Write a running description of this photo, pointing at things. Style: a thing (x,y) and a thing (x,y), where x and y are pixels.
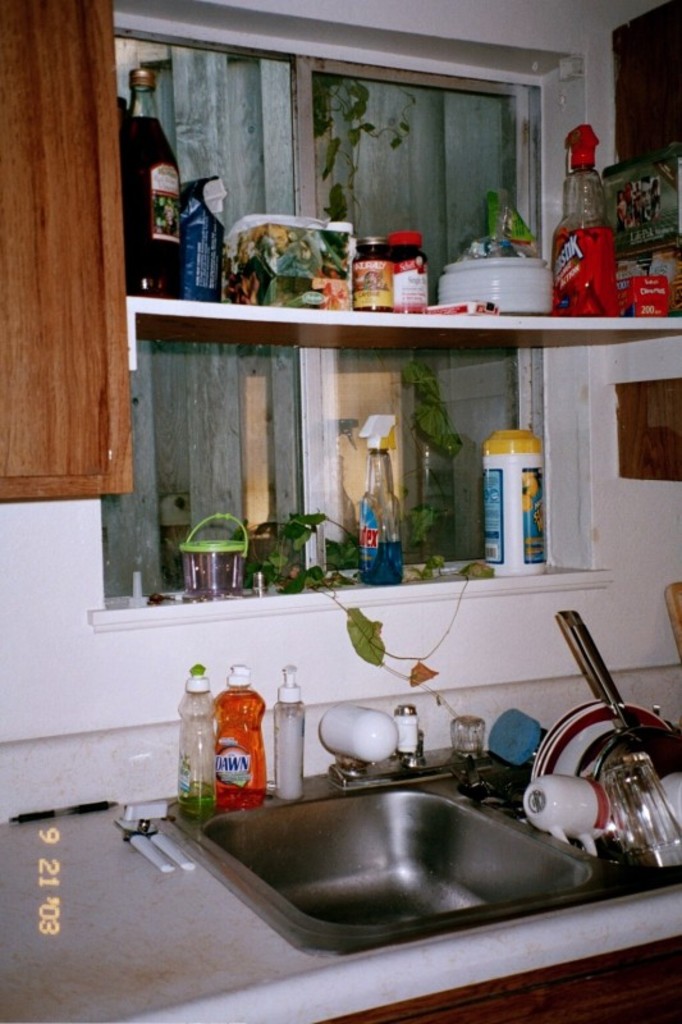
In this image i can see a sink (284,808), a few bottles (256,798) and other objects (645,820) on it.
